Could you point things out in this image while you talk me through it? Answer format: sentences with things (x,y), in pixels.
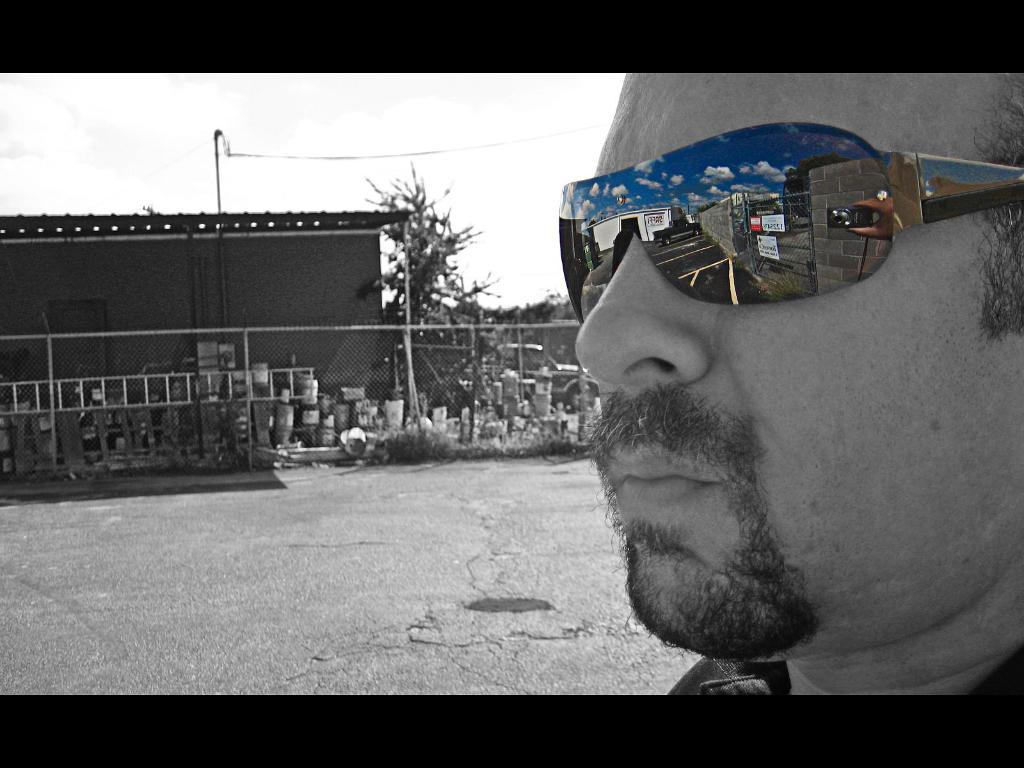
This is an edited image. In this image we can see a man (797,585) wearing spectacles (742,281). On the backside (407,502) we can see the road (399,487), some containers (364,421) and a ladder (302,396) beside a metal fence (323,426), a house (269,291) with a roof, some trees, a pole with a wire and the sky (329,176).
